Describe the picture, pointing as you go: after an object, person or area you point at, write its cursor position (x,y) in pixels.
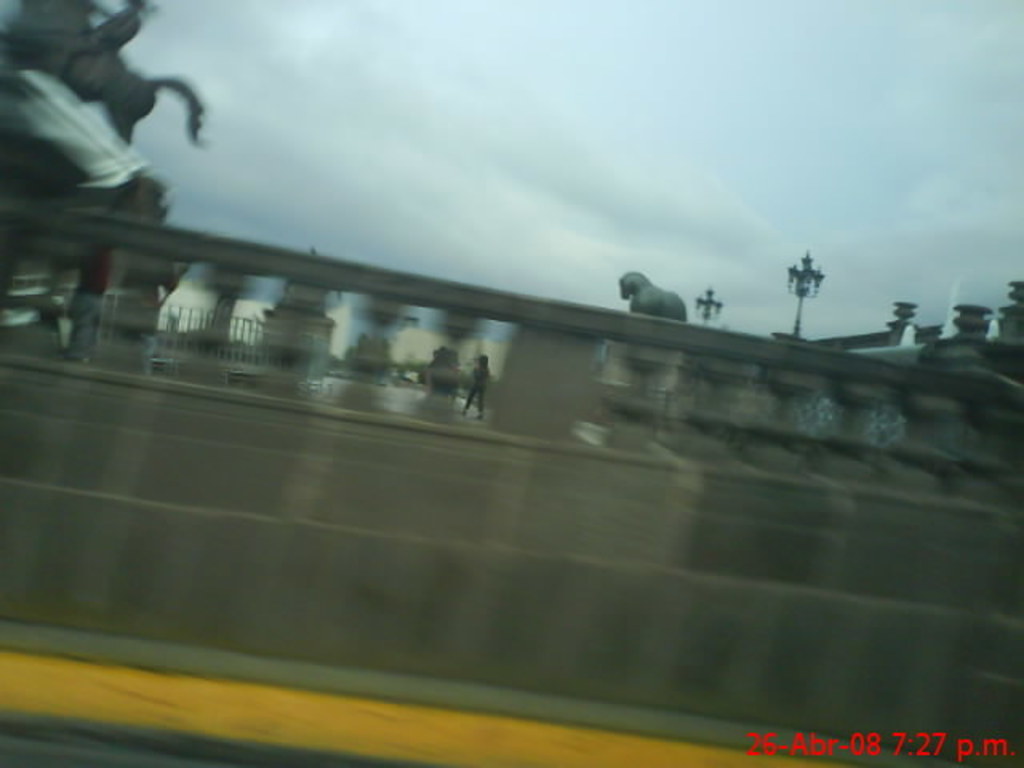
In this image we can see a cloudy sky (591,125). There are few people (93,296) in the image. There is a sculpture (108,49) at the left side of the image (120,19). There are two street lamps (812,274) in the image. There is a wall (552,593) in the image.
